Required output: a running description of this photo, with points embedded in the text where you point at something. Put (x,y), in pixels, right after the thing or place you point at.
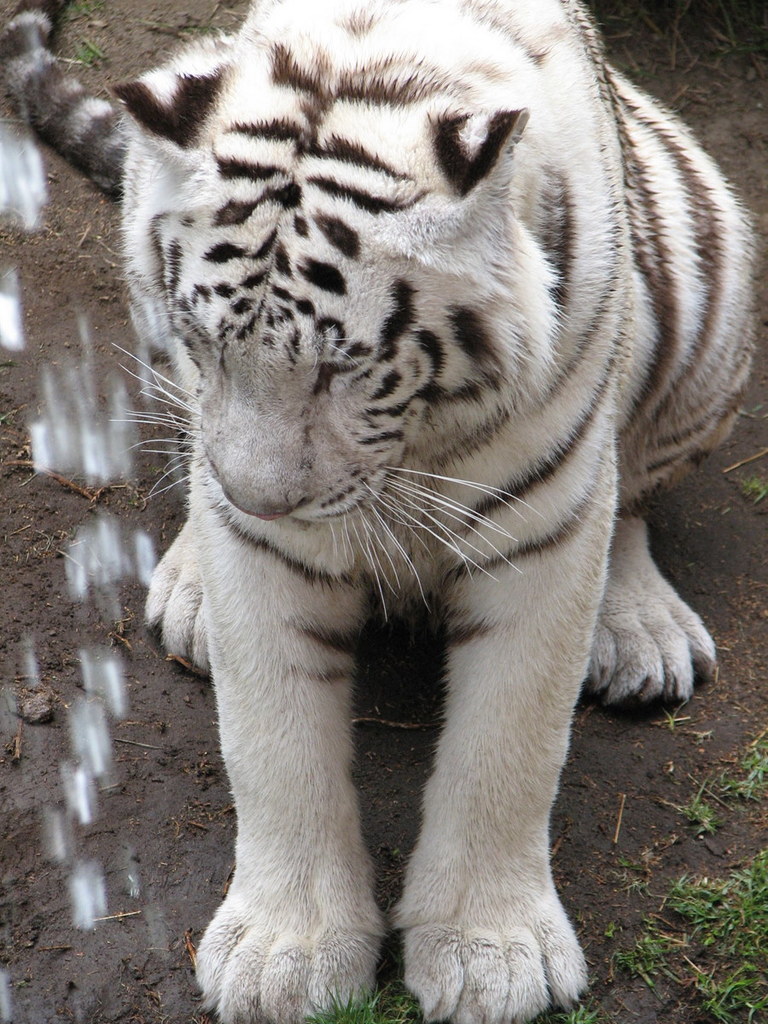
In this picture we can see a Bengal tiger (538,830) in the front (317,513), at the bottom (629,877) there is some grass (713,910) and soil (154,884).
